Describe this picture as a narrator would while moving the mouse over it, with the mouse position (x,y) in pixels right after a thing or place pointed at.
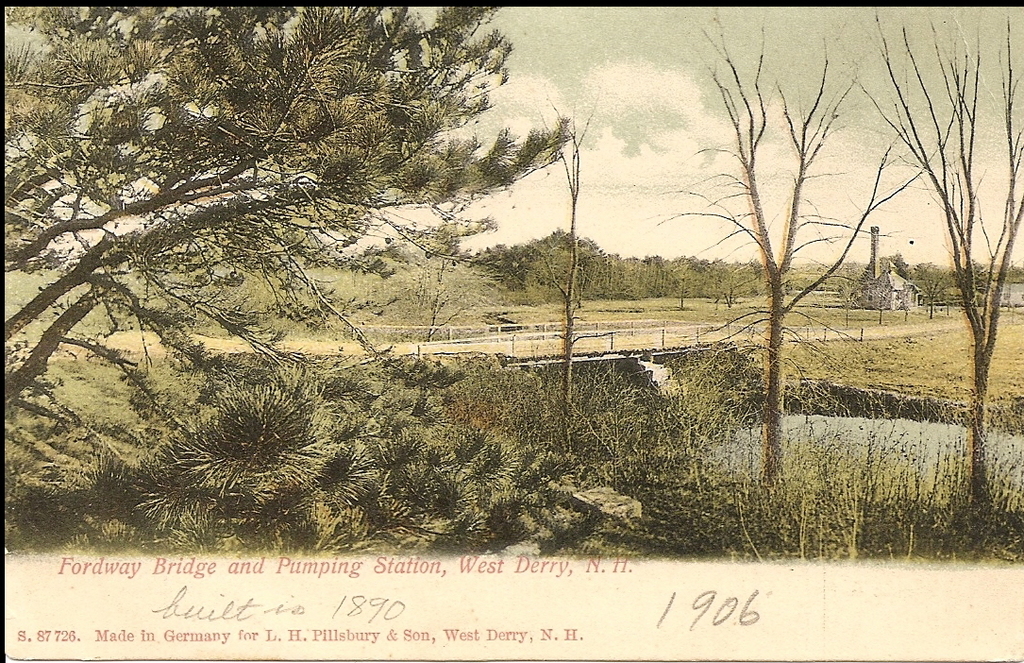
In this picture I can see water (909,422), bridge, railing (829,337), house (889,269), plants (218,450), trees (197,246) and cloudy sky (643,123). Something is written at the bottom of the image (218,608).
